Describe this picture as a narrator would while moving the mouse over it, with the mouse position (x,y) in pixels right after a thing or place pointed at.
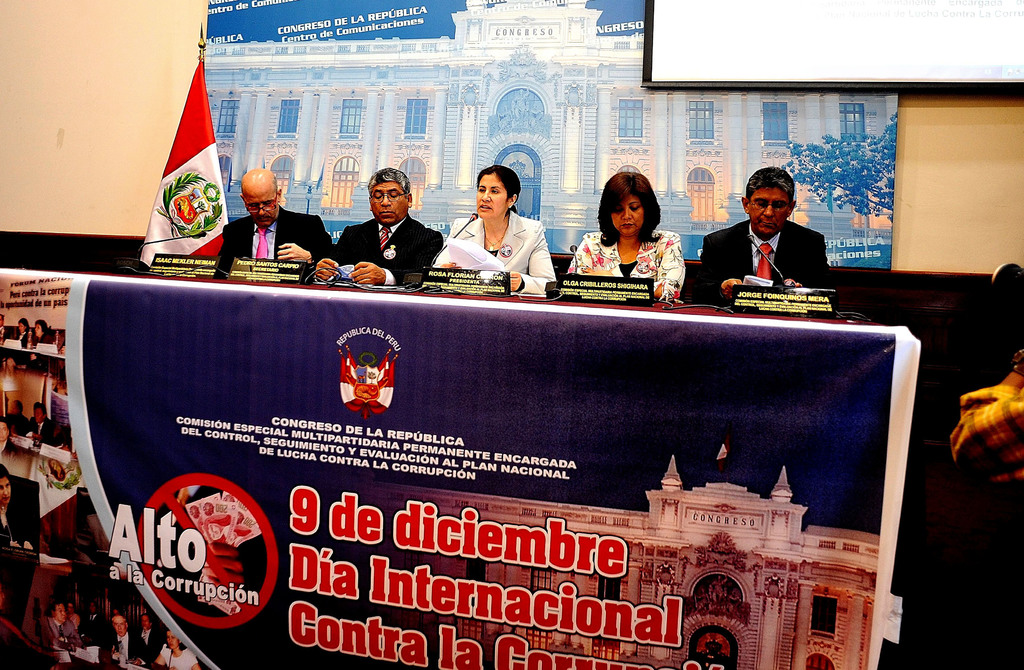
In this image there are some persons (500,227) sitting in middle of this image (524,257). There is a flag (216,211) at left side of this image (202,164) and there is a wall (123,88) in the background (99,95). There is a screen (855,71) at top right corner of this image (889,70). There is one poster (406,373) at bottom of this image (450,503).
